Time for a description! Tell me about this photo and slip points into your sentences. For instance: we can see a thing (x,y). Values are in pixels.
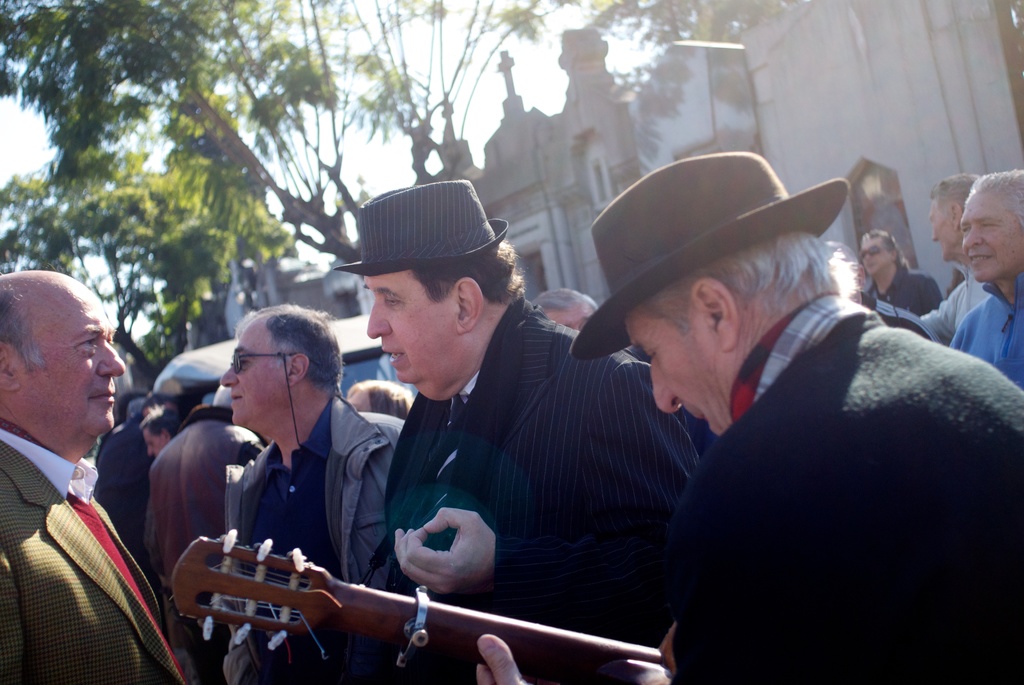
In this picture I can see a man (760,481) in front (708,506), who is holding an musical instrument (415,602) and I see that he is wearing a hat (723,212) and in front of him I see another man (451,434), who is also wearing a hat (441,224) and I see number of people (77,356). In the background (324,216) I see the buildings (828,28) and the trees (159,134).
